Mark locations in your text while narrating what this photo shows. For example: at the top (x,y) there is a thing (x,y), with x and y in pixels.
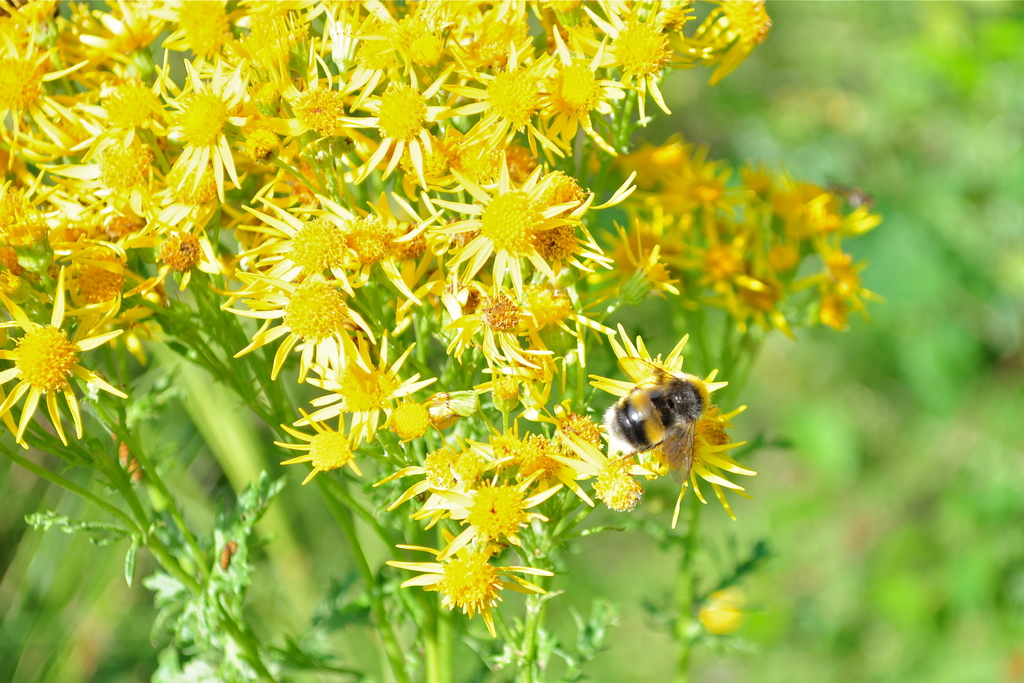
This image is taken outdoors. In this image there are a few plants (539,415) with yellow flowers (95,222) and there is a bumblebee (651,425) on the flower (703,431).
